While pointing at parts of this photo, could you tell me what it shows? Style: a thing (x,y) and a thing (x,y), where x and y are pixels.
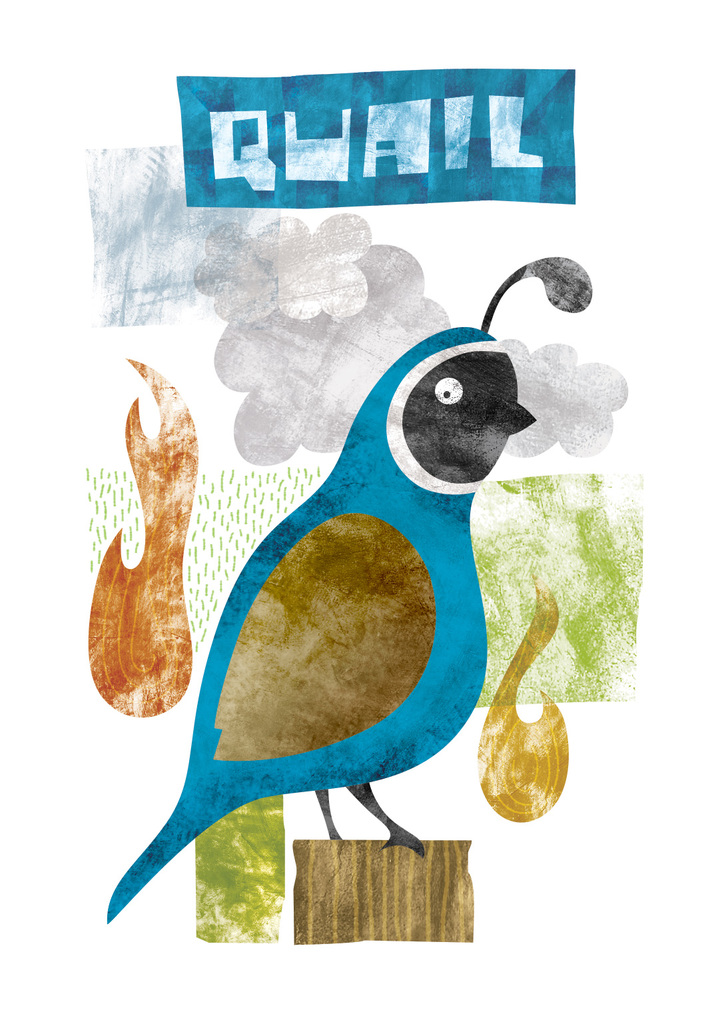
In this image I can see a drawing (276,793) of a bird (343,514). There are clouds (241,278) in the sky (144,161) and some text (402,124) is written at the top (375,129).
